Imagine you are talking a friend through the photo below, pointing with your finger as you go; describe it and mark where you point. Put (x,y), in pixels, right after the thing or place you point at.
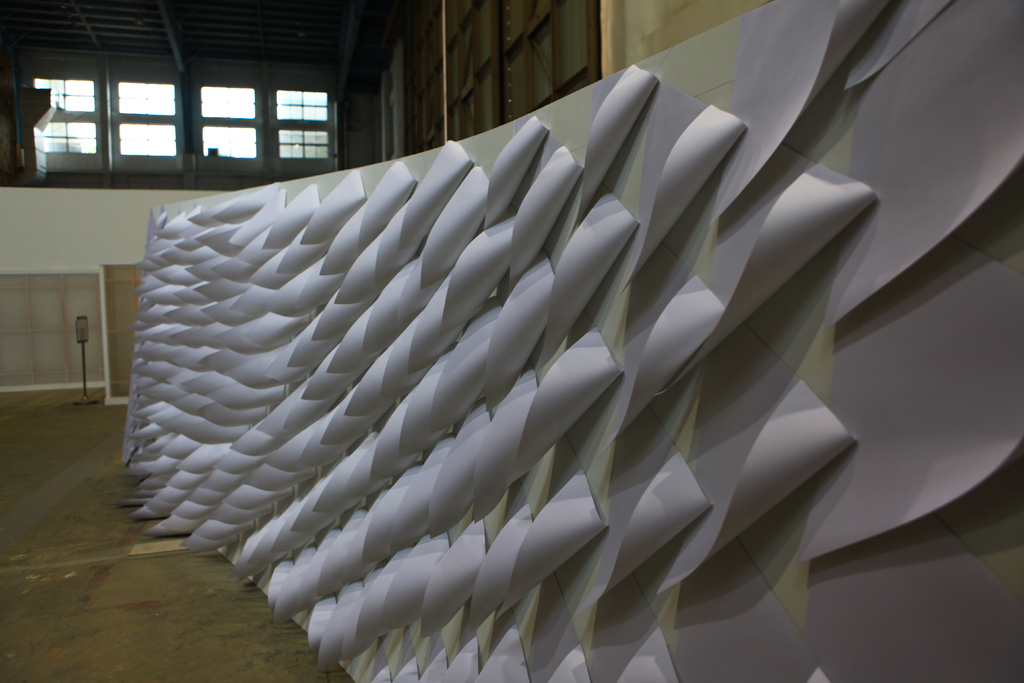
We can see papers (466,299) on white surface (669,73). In the background (348,104) we can see windows (63,138), wall (88,242), stand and objects (31,291).
